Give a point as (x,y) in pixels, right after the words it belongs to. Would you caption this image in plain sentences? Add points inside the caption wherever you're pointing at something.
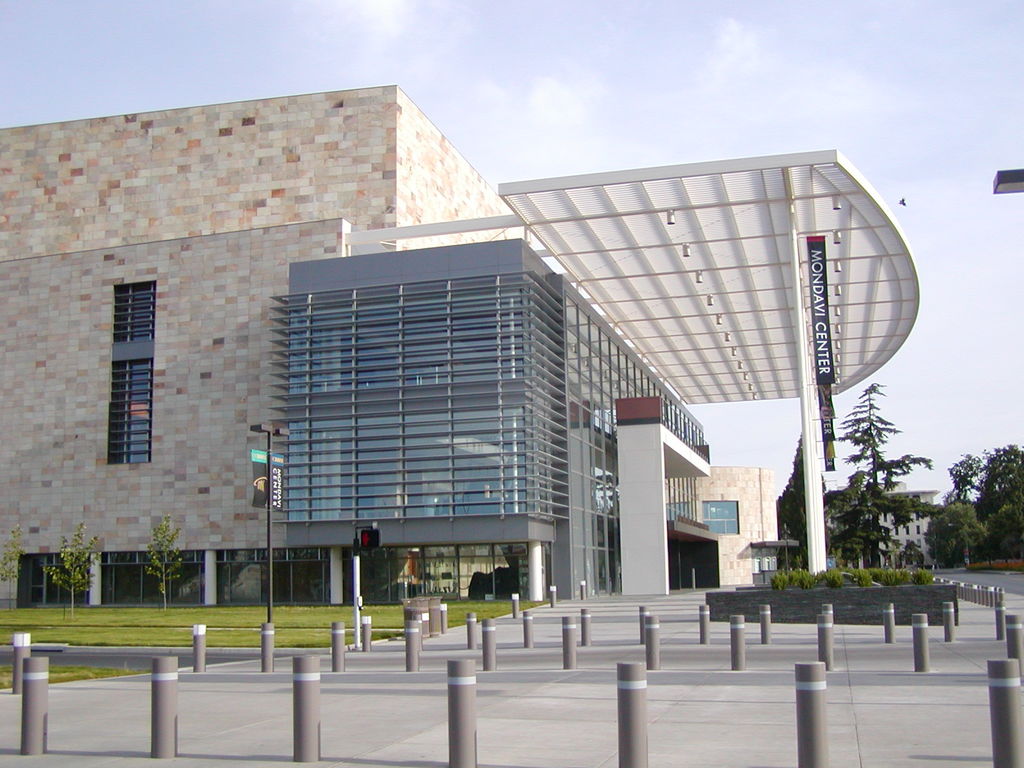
In this picture there is a building (297,446) in the center of the image (502,403) and there is greenery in the image and there are poles (271,588) in the image.
